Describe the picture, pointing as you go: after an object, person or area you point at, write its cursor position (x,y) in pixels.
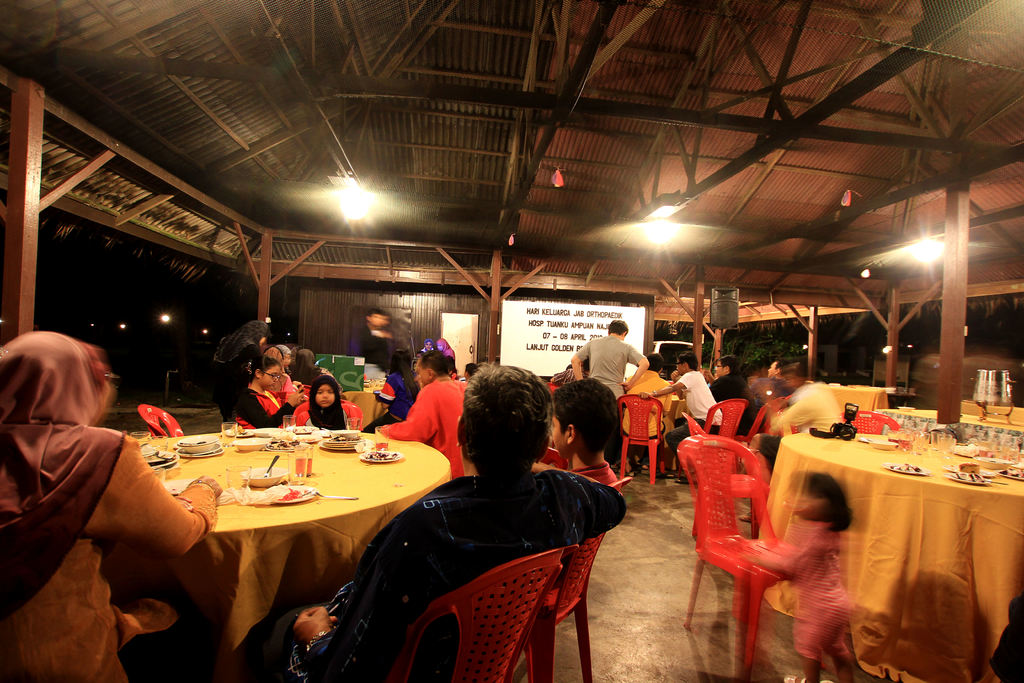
Here few people (81,589) are sitting on the chairs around a dining table (417,467) on the top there is a light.
